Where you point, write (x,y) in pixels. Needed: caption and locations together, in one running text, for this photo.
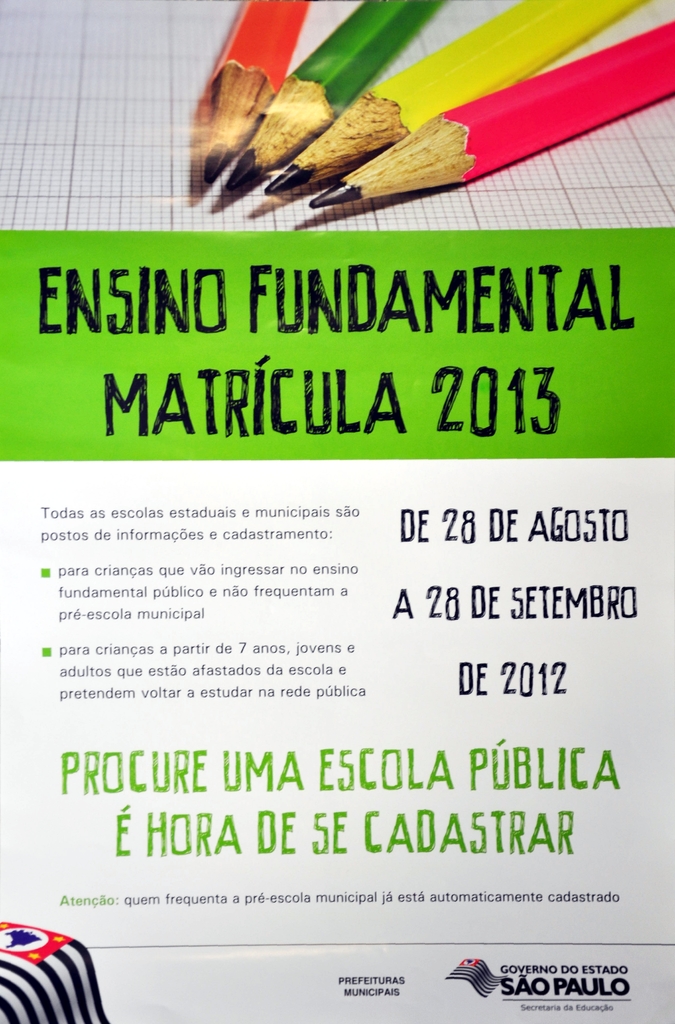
In this image there is a paper (231,609) and there are texts (425,517) written on the paper (387,718), and there is the image of the pencils (372,120).
